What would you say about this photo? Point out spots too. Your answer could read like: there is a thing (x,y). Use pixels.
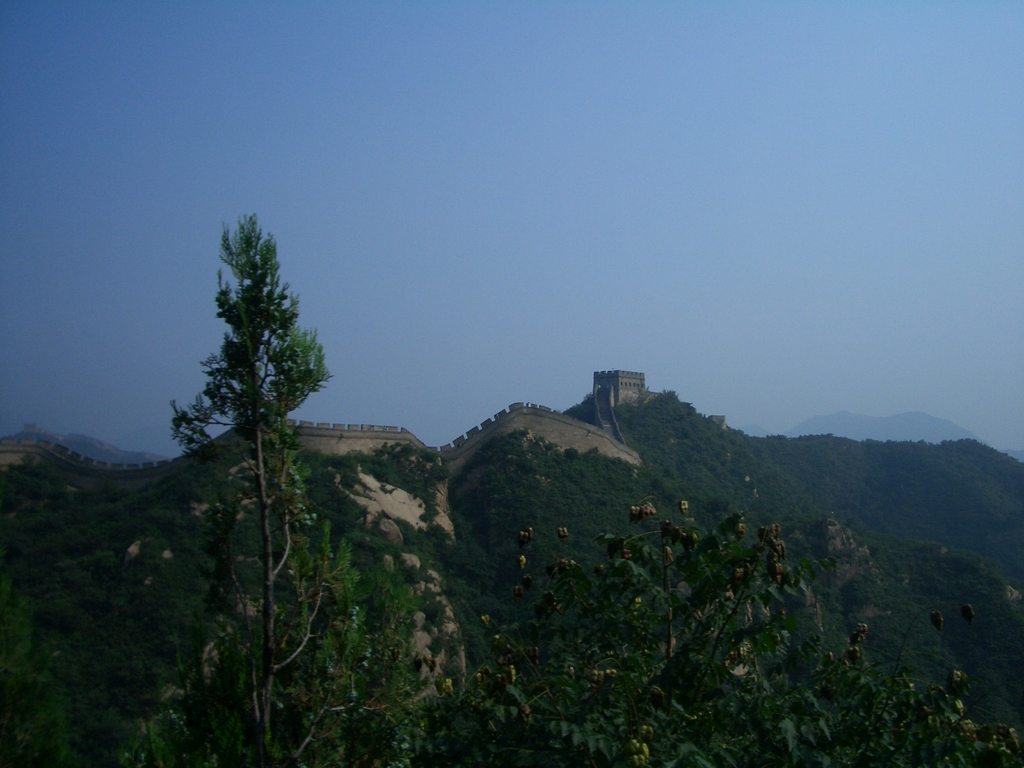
In this picture we can see trees (326,722), mountains (51,546), building (612,397) and in the background (162,206) we can see the sky (372,196).
